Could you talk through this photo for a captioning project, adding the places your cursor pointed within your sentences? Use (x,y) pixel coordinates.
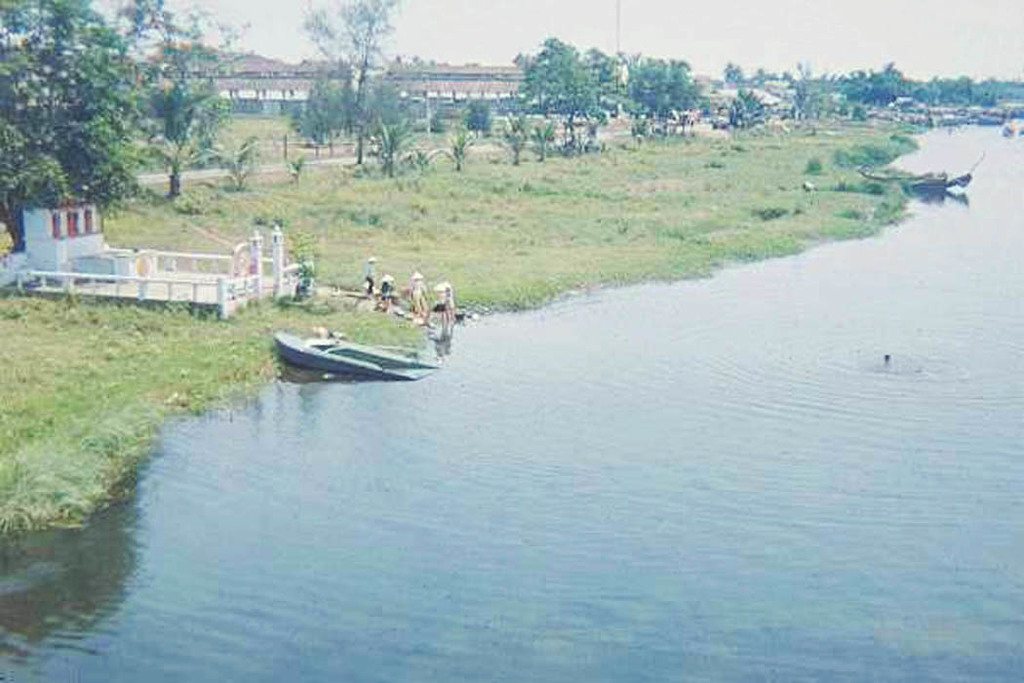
On the right side (778,327) there is a river (699,353). Near to the river (434,348) there is a boat (396,363). And there are few people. On the ground (541,197) there is grass (375,256). Also there are trees (666,108). In the back (422,90) there is a building (472,73) and sky (697,42). On the left side (251,250) there is a small shed (93,247) with railings (186,270).
